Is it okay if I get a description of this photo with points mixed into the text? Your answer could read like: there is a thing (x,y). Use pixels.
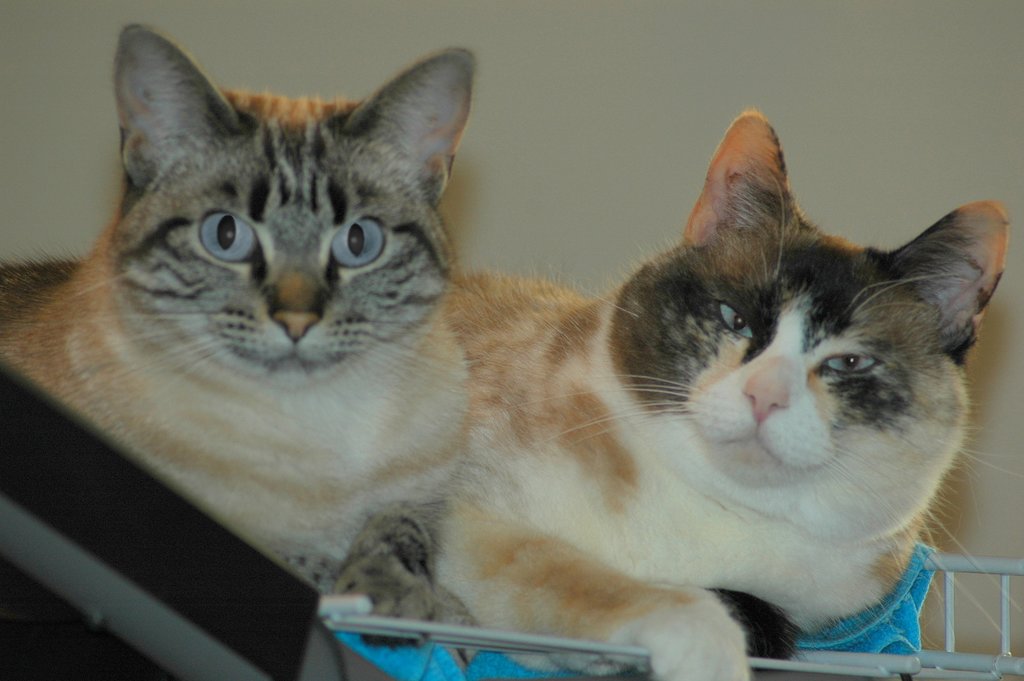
There are cats (828,279) in the foreground area of the image (720,348), it seems like a towel (914,608) and other objects (314,670) at the bottom side (523,646).
